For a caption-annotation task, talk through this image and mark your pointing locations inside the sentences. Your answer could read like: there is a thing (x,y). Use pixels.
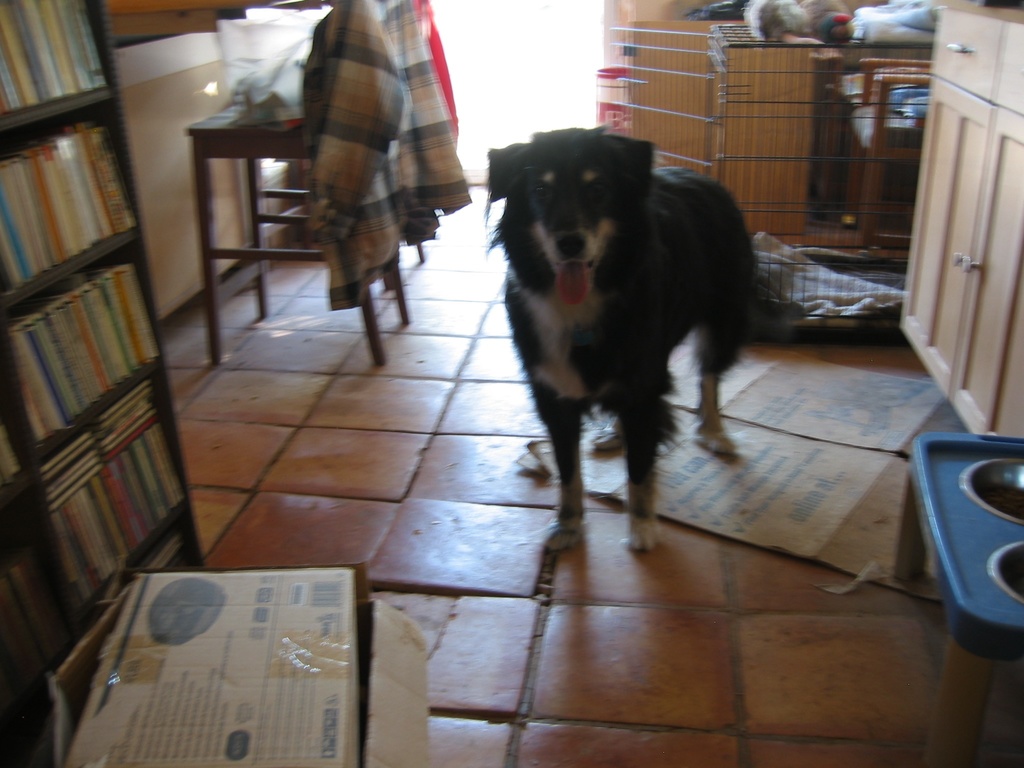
In this image I can see a dog (731,213), a cage (737,93), a box (325,575), a table (302,126) and number of books (95,314).
